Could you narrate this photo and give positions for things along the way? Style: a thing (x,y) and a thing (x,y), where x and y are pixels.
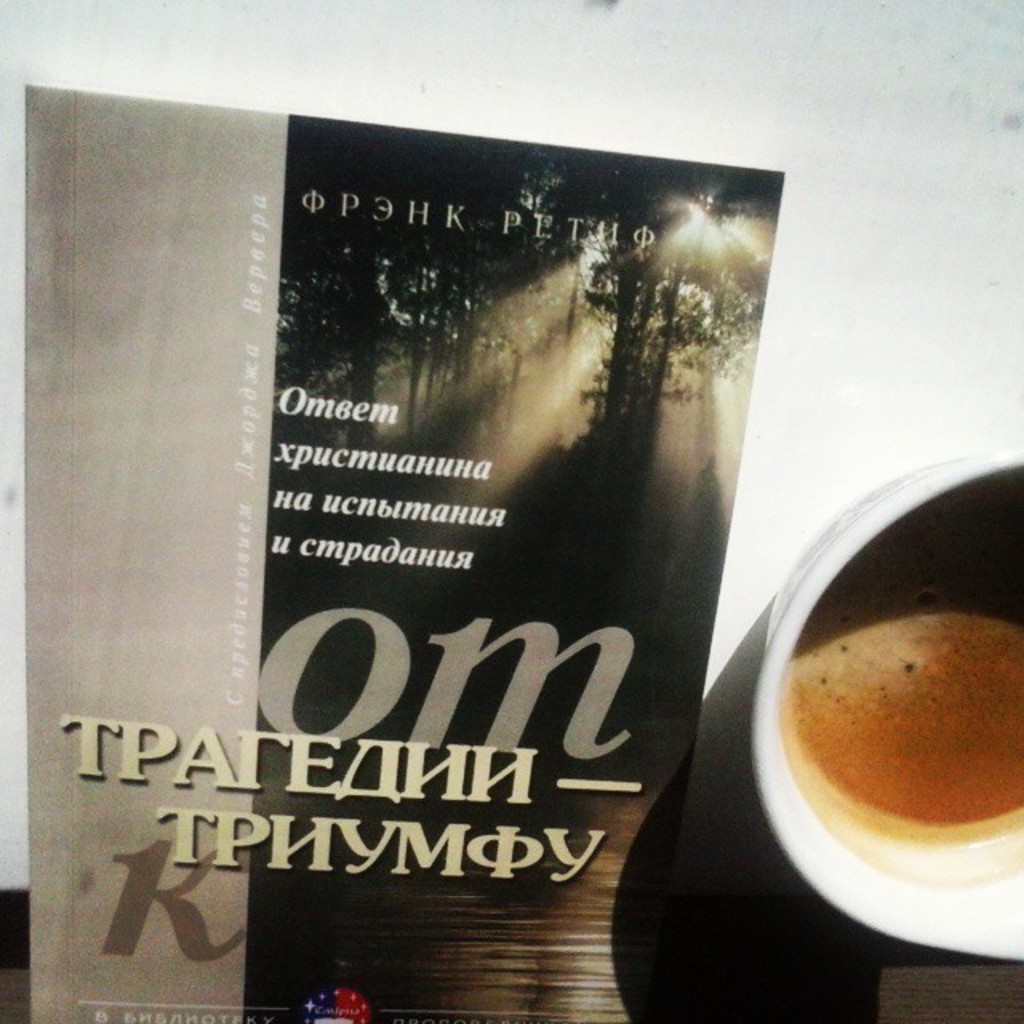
In the center of the image (422,658) we can see one table (460,113) and a few other objects (450,242). On the table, we can see one cup (895,889) and book (584,780). In the cup (995,938), we can see some liquid (993,777), which is in brown color. On the book (195,536), we can see trees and some text (509,835).
